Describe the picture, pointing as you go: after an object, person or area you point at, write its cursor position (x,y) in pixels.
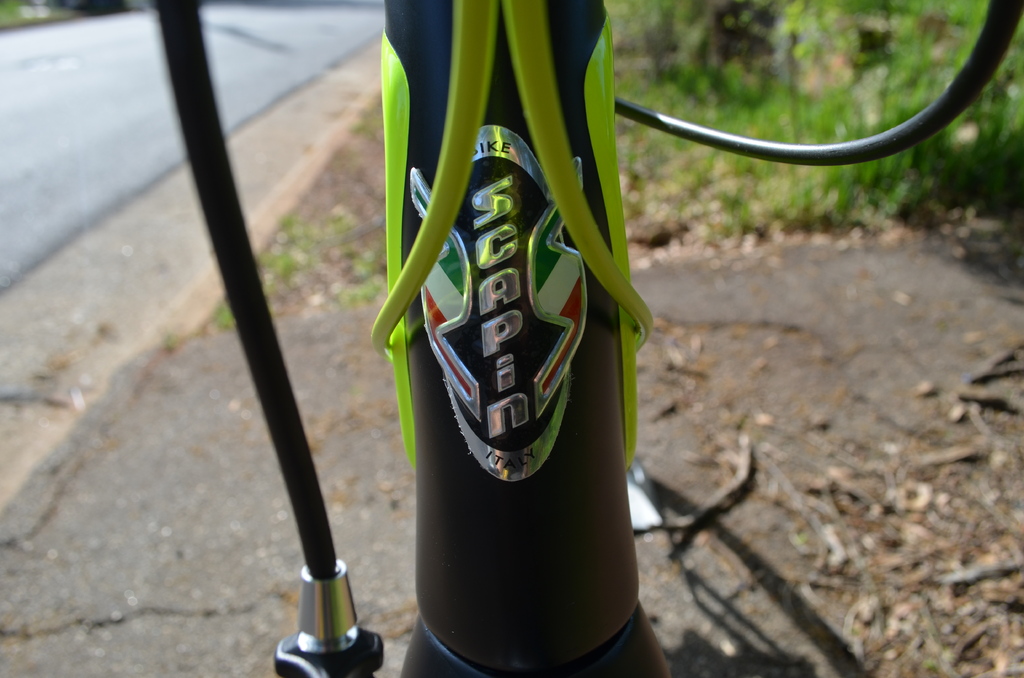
This is a zoomed image. In this image there is a front part (510,492) of a bicycle (452,408). On the left side of the image (133,155) there is a road (220,109). On the right side of the image (777,73) there are trees (816,55) and dry leaves (868,455) on the path (770,283).
